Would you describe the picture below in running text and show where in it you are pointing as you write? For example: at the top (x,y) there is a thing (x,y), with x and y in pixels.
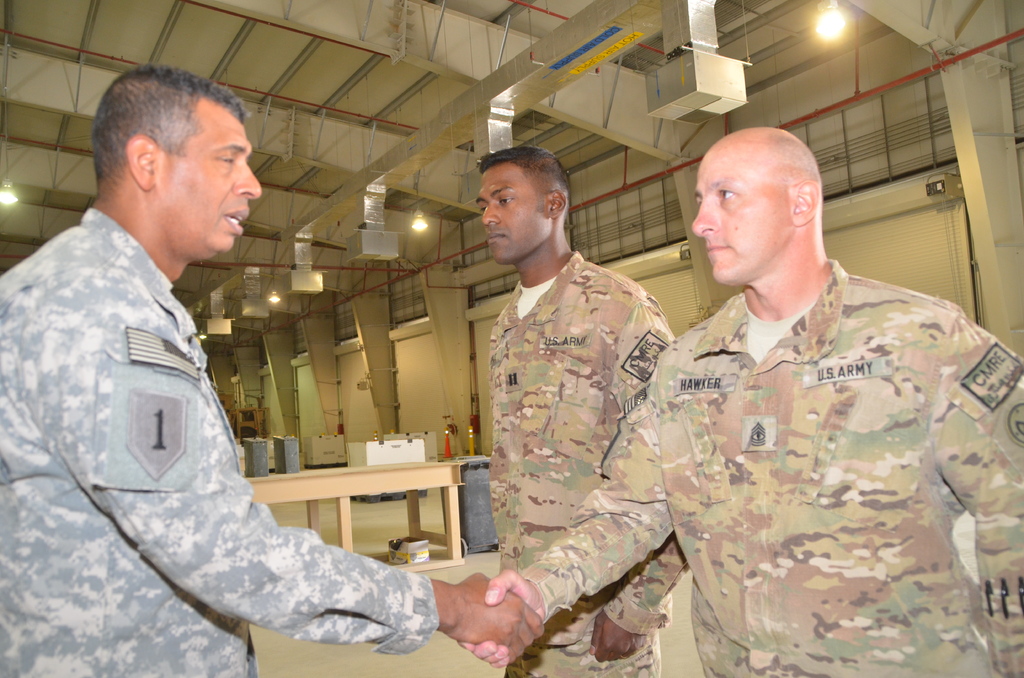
In this picture we can see two people (687,481) are standing and shaking their hands (534,629). A person (541,642) is visible on the path (431,532). We can see a box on the path (401,511). There are some objects (328,449) on the table (414,477). We can see some lights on top. There are few wooden objects (357,483) in the background (230,401).
